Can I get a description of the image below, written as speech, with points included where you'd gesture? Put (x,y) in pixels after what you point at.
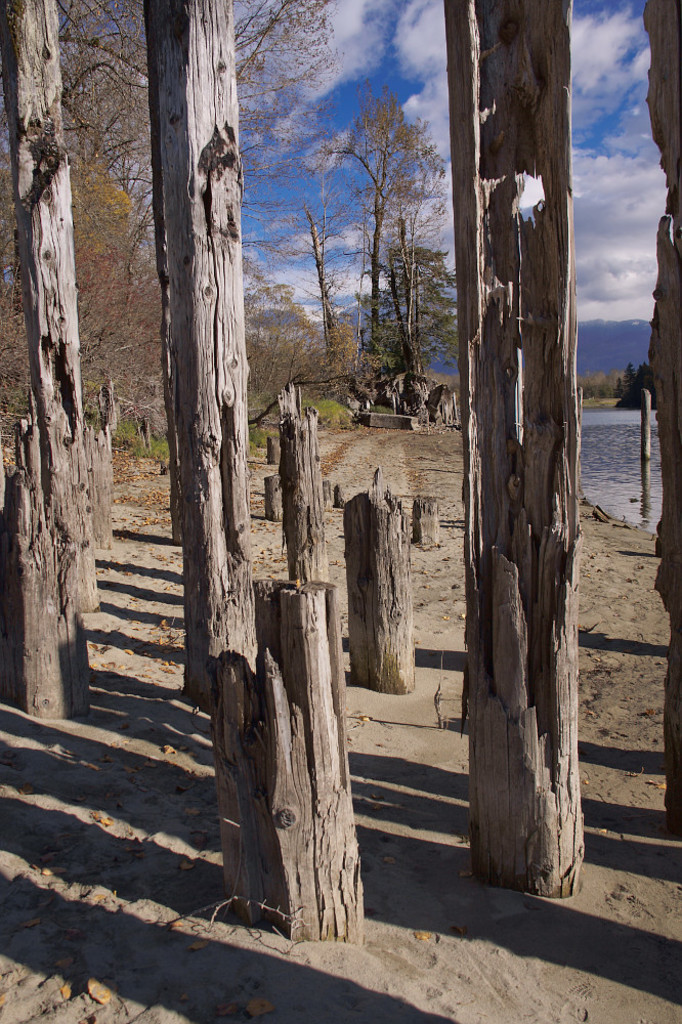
This picture is clicked outside. In the foreground (213,468) we can see the trunks (505,337) of the trees (543,368). In the background (415,18) there is a sky (356,90) with the clouds (595,280) and we can see a water body (614,458), trees (622,376) and some plants (369,378) and some other objects (448,392).
